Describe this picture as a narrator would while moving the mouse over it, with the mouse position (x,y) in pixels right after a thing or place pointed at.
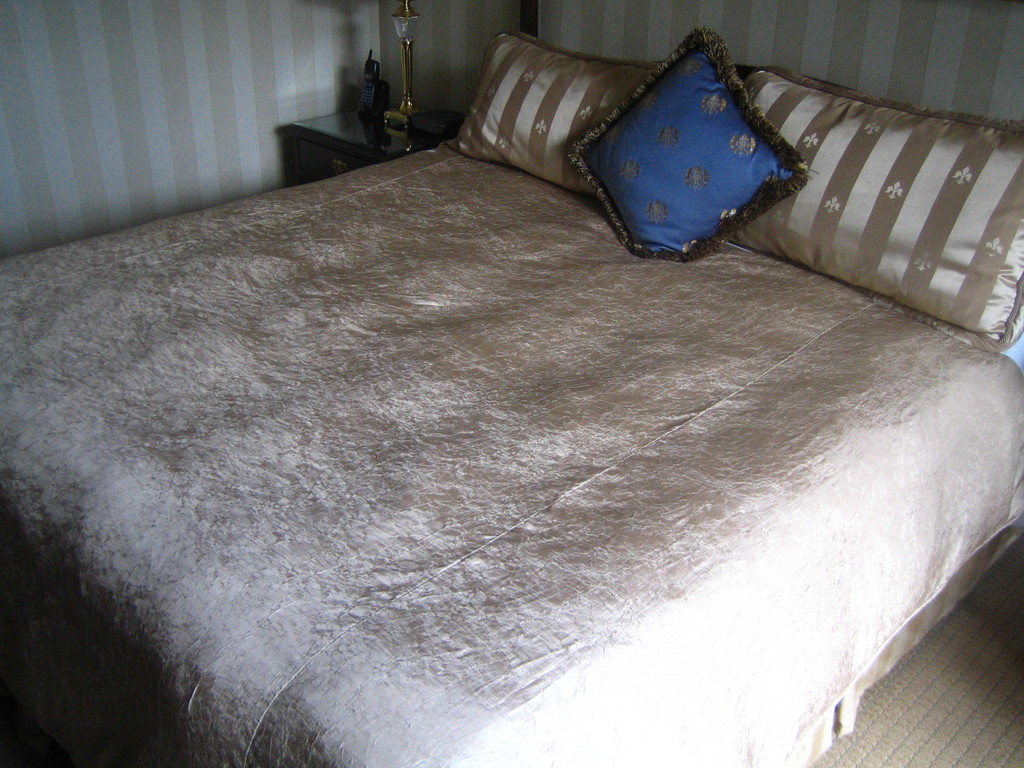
In this image we can see bed (467,419) and pillows (623,189) on it. In the background (570,42) there is a wall (299,36).
